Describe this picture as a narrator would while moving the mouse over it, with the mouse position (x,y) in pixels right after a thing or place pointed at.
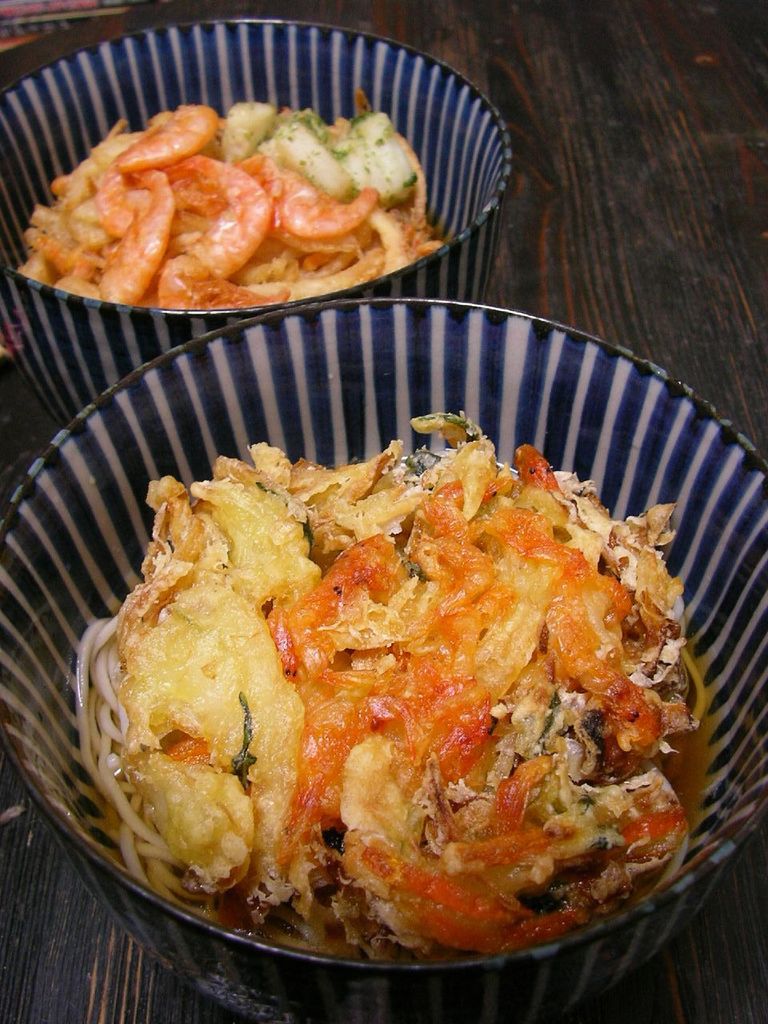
In the image in the center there is a table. On the table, we can see bowls (741,578). In the bowls (87,621), we can see some food items (398,653).
